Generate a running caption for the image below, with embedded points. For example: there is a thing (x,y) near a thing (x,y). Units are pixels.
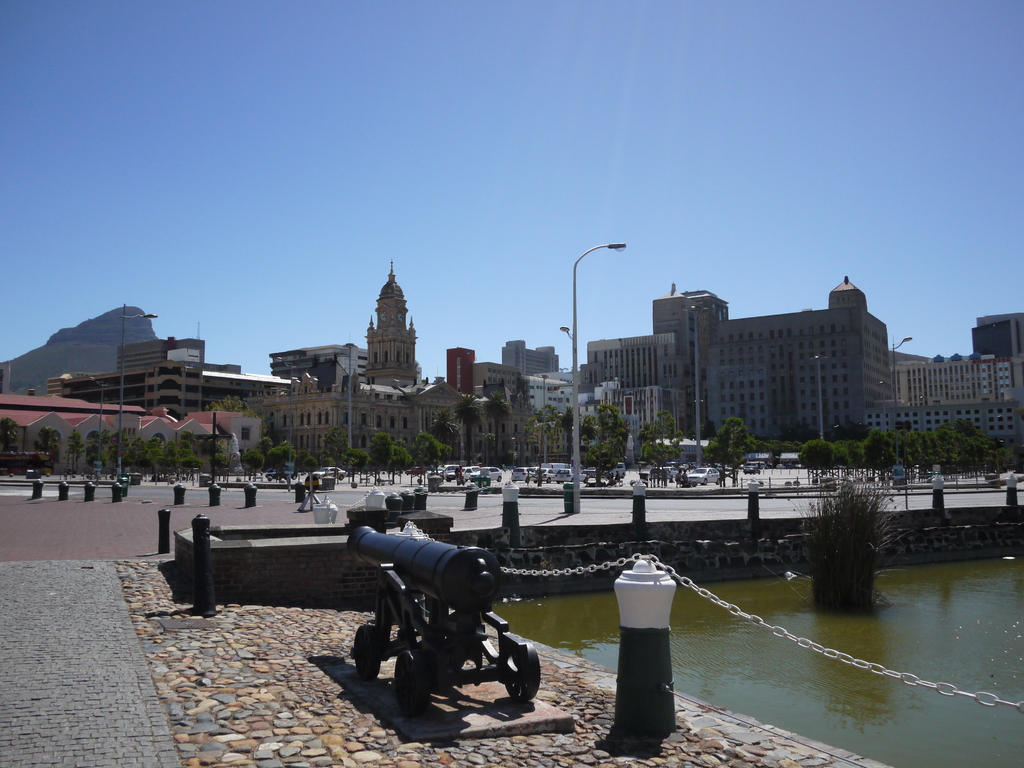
In the middle of the image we can see a cannon (441,632), beside to it we can find a chain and water (805,699), in the background (628,383) we can see few poles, buildings (262,417), trees (450,435), vehicles (713,479) and group of people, and also we can see a hill (128,340).
